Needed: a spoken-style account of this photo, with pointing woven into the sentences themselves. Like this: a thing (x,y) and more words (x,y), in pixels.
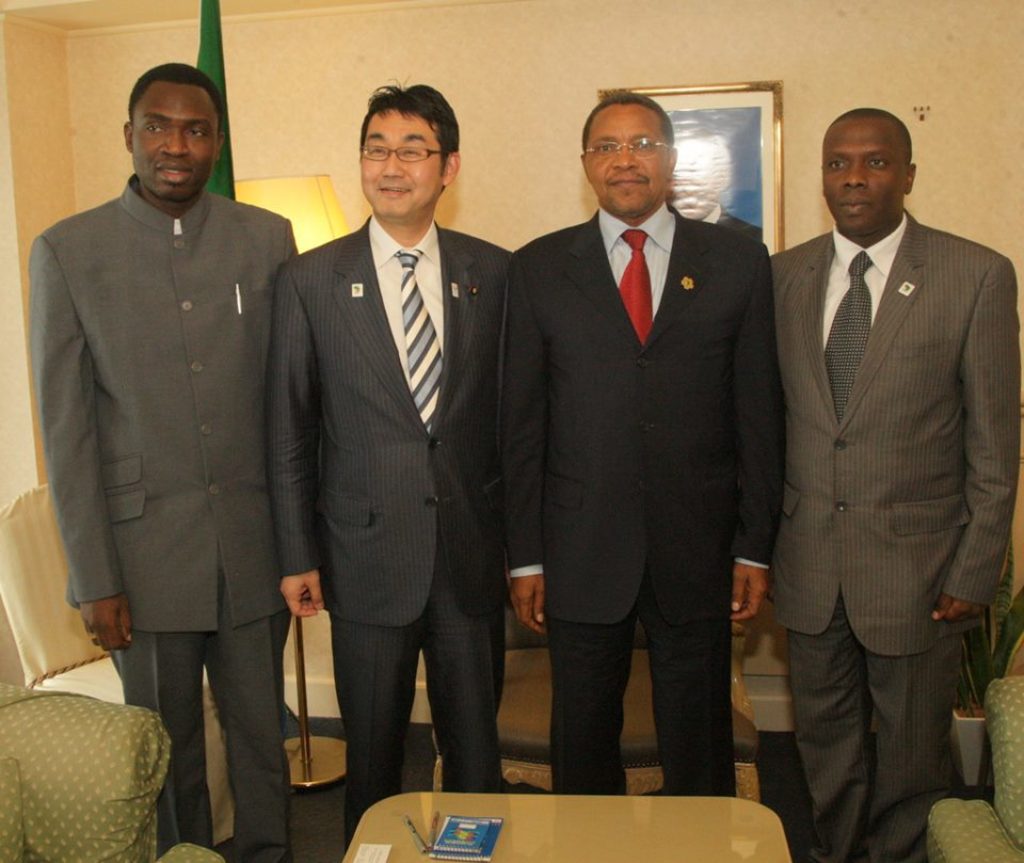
This is an inside view of a room (344,502). Here I can see four men (272,430) wearing suits (466,471), trousers (203,803), standing, smiling and giving pose for the picture. At the bottom (698,848) there is a table (539,818) on which few books (455,839) and pens (423,845) are placed and also I can see the chairs (55,734). At the back of these people (158,155) there is a flag (203,44) and a light (310,215). In the background (357,50) there is a wall (663,65) on which a frame (735,137) is attached.
